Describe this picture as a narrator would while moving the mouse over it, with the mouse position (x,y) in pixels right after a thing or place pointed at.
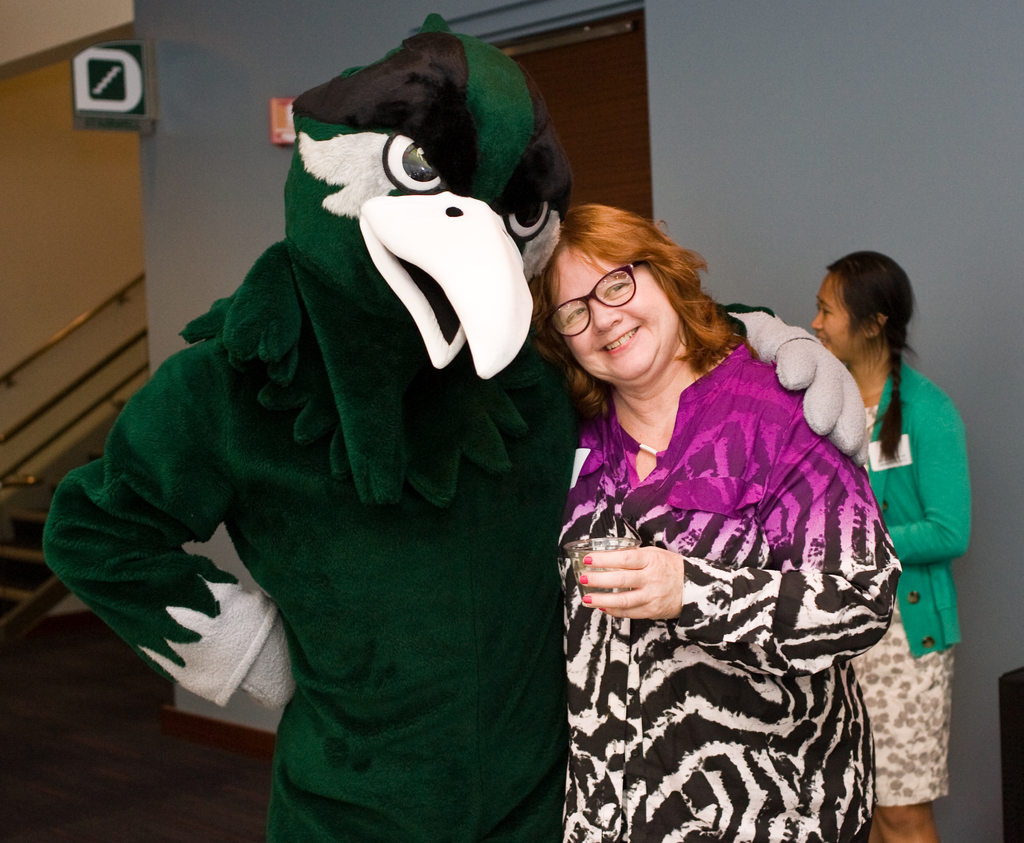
In this image I can see a person (425,425) wearing a costume (411,469) which is green, white and black in color and another person (622,526) wearing white, black and pink dress (724,577) are standing and I can see she is holding a cup (619,546) in her hand (653,595). In the background (100,113) I can see a person (913,413) standing, the wall (867,149), the railing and a sign board (121,97).
